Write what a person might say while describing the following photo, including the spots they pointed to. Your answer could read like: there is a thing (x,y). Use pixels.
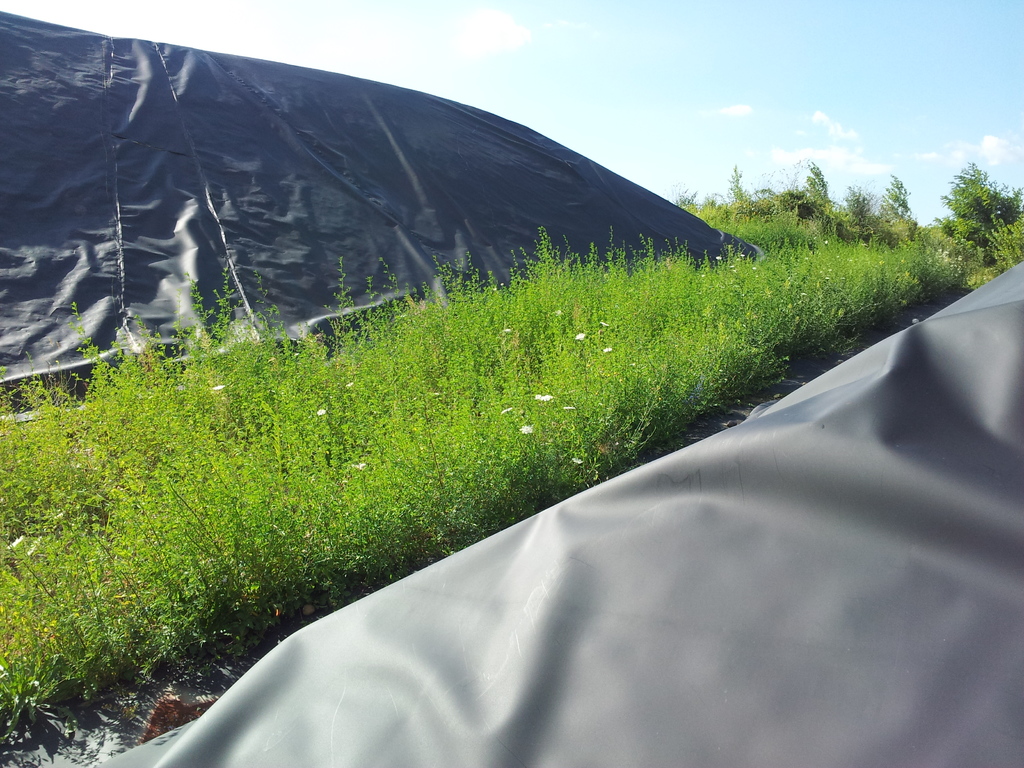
On the right side (938,317), there is a gray color sheet (704,487). On the left side (230,546), there are plants (190,525) on the ground (855,258). Beside these plants (298,405), there is another gray color cover (191,69). In the background (990,199), there are trees (966,199) and plants (1010,237) and there are clouds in the blue sky (636,91).
